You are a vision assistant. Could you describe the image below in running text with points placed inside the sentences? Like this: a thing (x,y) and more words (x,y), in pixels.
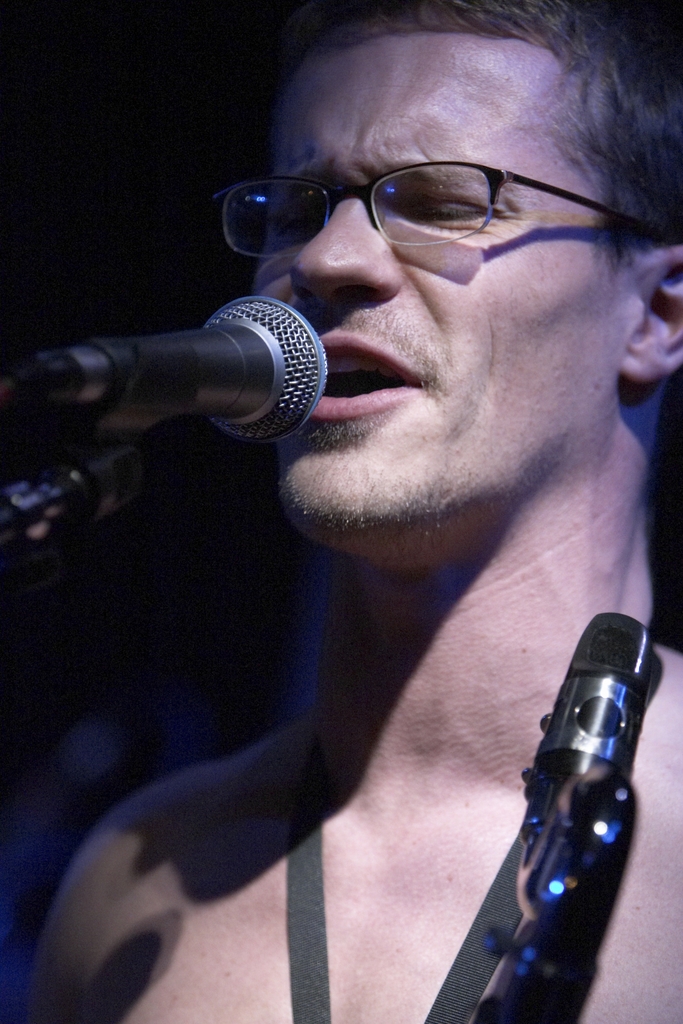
On the right side (531,426), there is a person (531,226) wearing a spectacle (270,212) and singing in front of a mic (235,355), which is attached to a stand (126,468) and there is an object (534,813). And the background (146,100) is dark in color.
